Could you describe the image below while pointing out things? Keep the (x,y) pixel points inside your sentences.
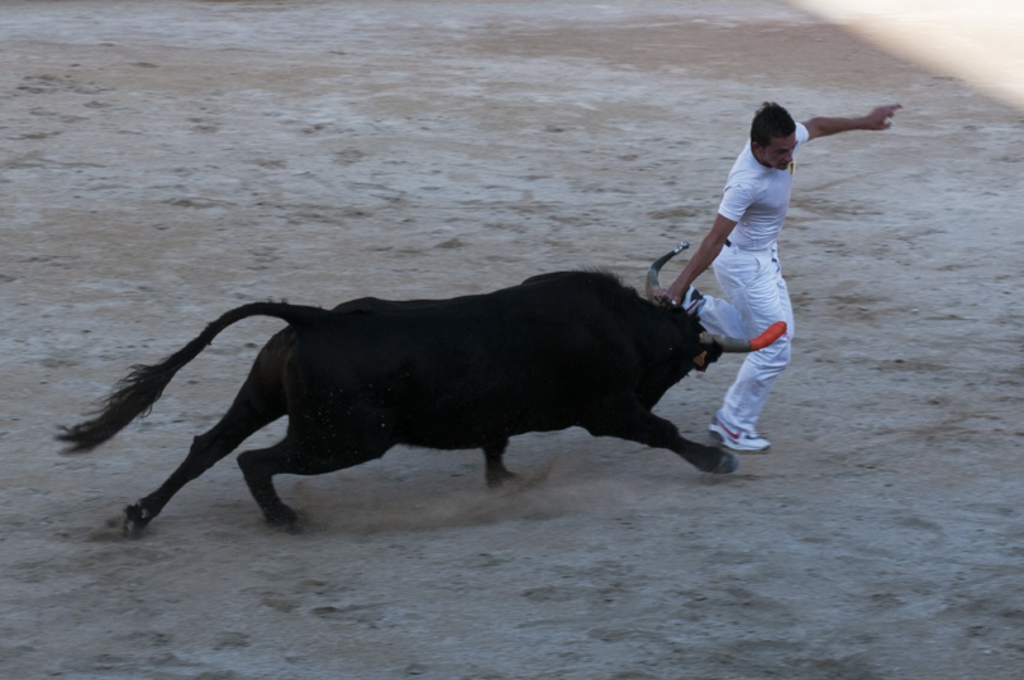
In this image we can see the bull (593,326) and a person (681,295) wearing white color dress (768,366) and shoes (710,435) are running on the ground (620,258).
